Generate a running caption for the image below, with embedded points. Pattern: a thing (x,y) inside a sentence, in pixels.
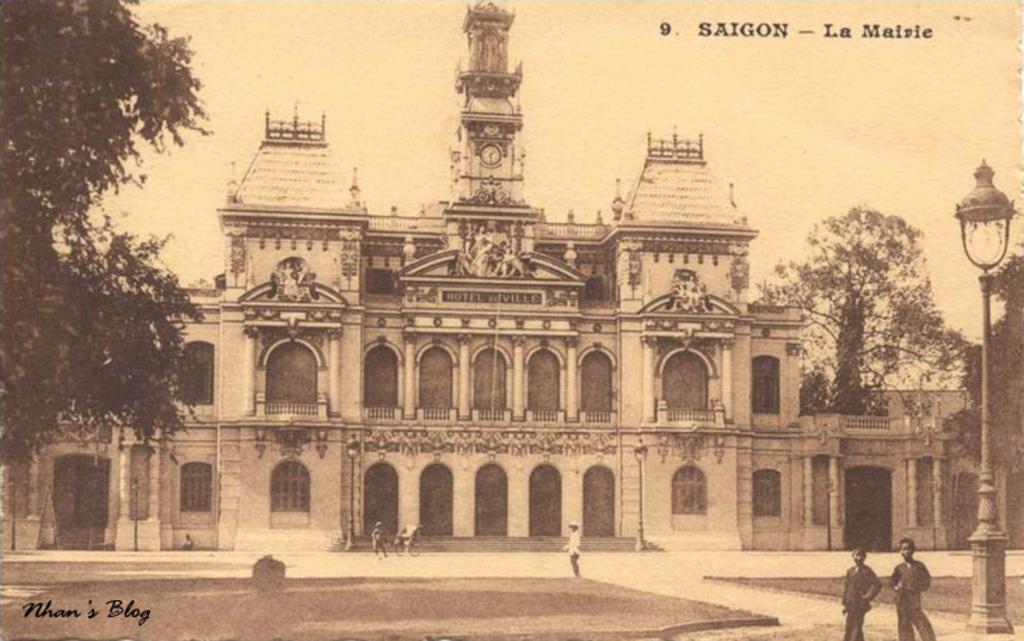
In this picture we can see a building (514,342). At the top of the building (504,148) we can see a clock (492,160). On the right (857,385) and left side of the picture (98,248) we can see trees (66,378). On the right side of the picture (982,375) we can see a light (987,207) and pole (991,565). In the bottom left corner (27,618) there is a watermark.
